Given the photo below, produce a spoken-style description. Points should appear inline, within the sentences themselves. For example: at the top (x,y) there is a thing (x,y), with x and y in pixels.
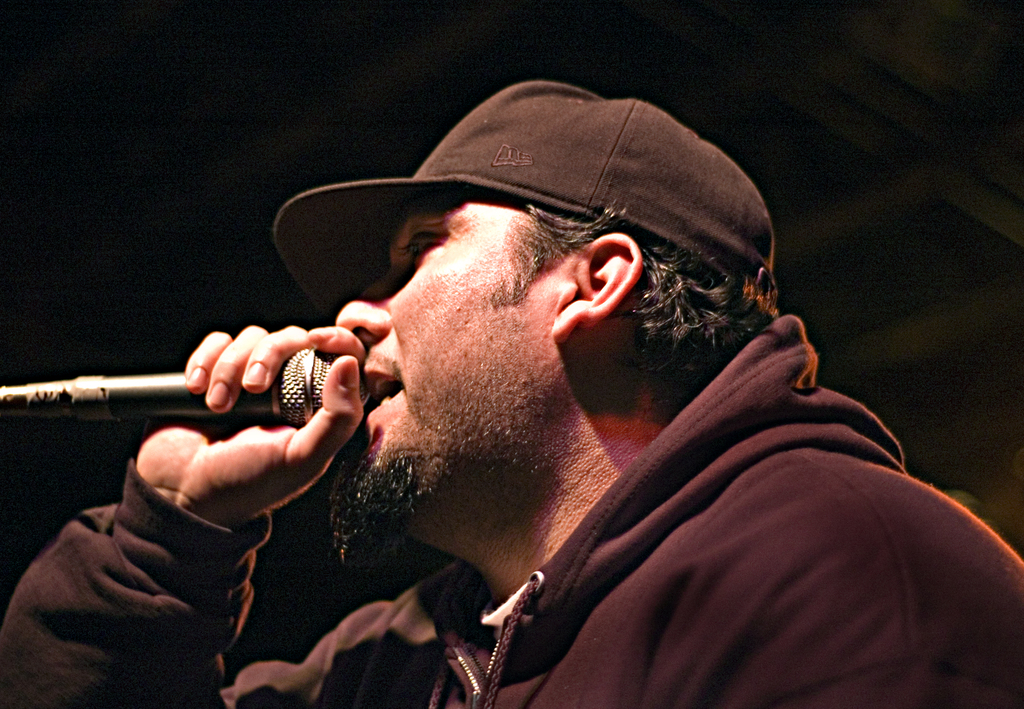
Man (451,433) holding microphone (133,396).
